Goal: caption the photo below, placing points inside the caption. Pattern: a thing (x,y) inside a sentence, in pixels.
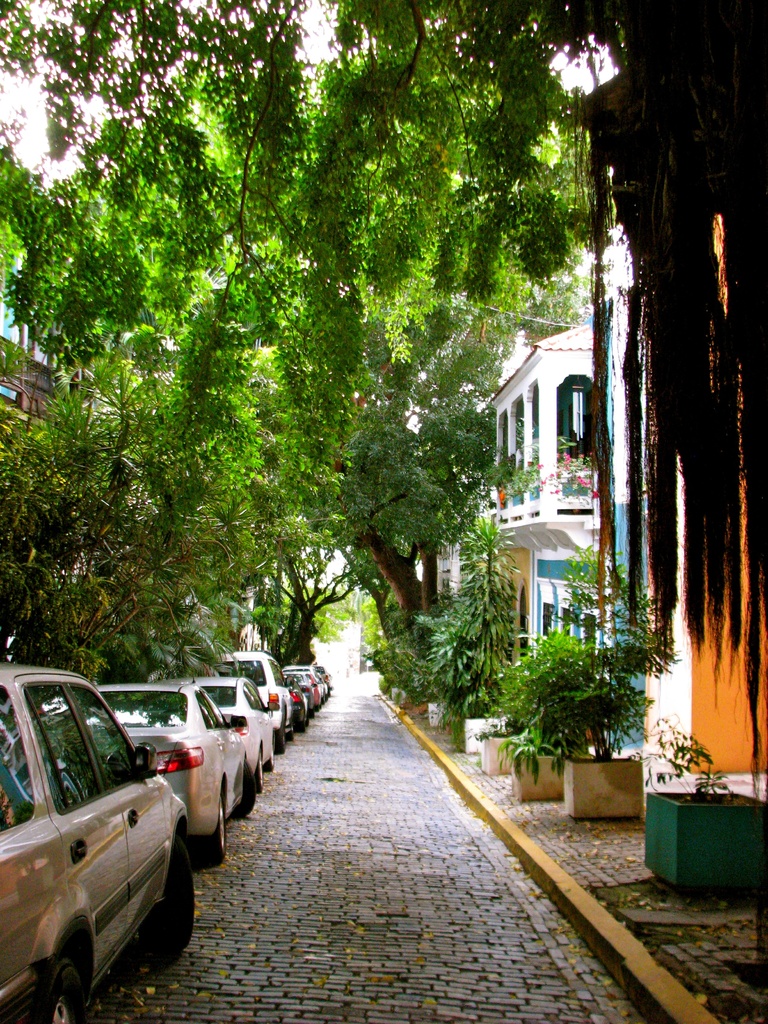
In this image we can see few cars (17,907) parked on the floor (332,794), there are few buildings (609,402) and trees (357,462) in front of the building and there are few potted plants (541,714).
